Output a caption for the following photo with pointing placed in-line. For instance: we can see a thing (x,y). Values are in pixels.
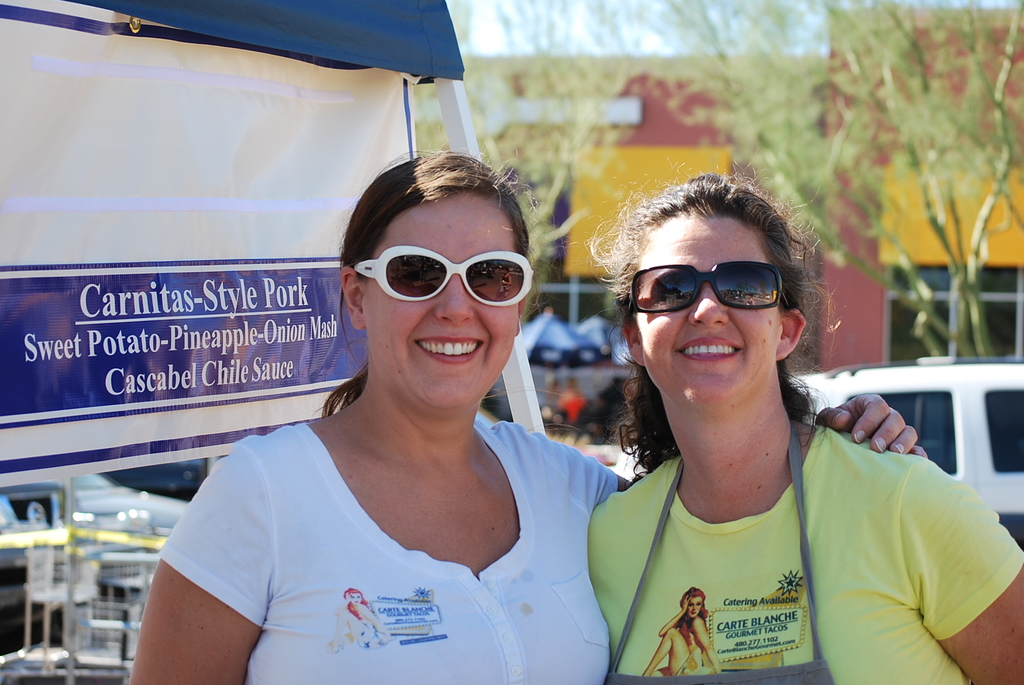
Here we can see two women (447,462) and they are smiling. They wore goggles (688,271). In the background (554,246) we can see a banner (146,349), vehicles (906,377), umbrellas (568,334), trees (903,72), building (587,299), and sky (468,24).
